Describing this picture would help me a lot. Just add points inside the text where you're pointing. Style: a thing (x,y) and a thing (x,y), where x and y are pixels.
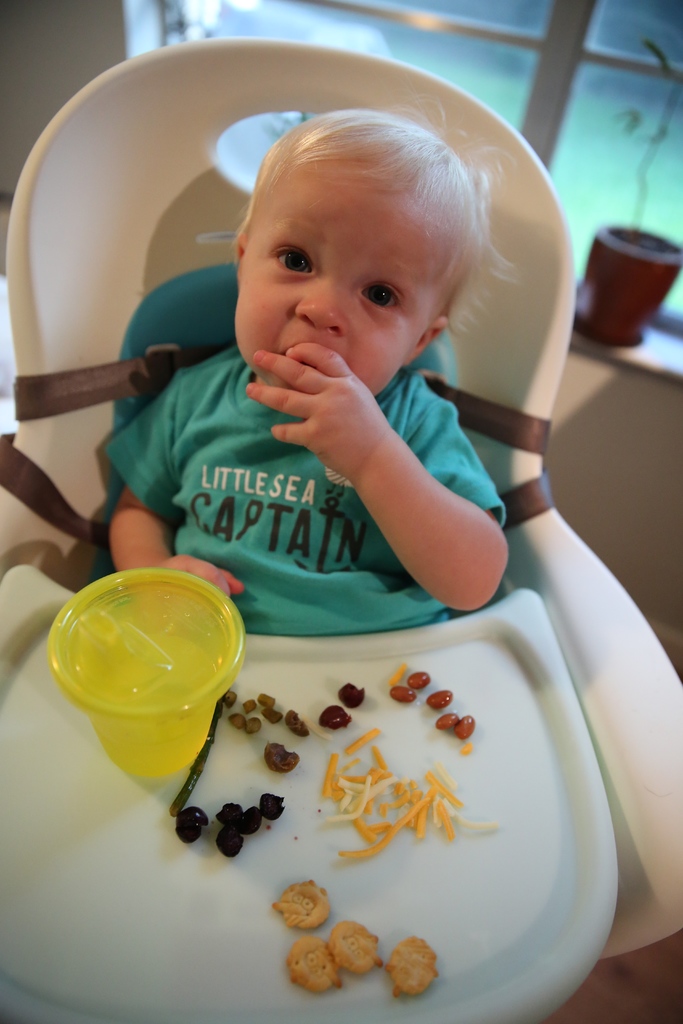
A baby (246,311) is sitting on the chair (532,654) and eating, this baby (351,565) wore t-shirt (365,574), there are food item (383,784) on this chair (395,862).
